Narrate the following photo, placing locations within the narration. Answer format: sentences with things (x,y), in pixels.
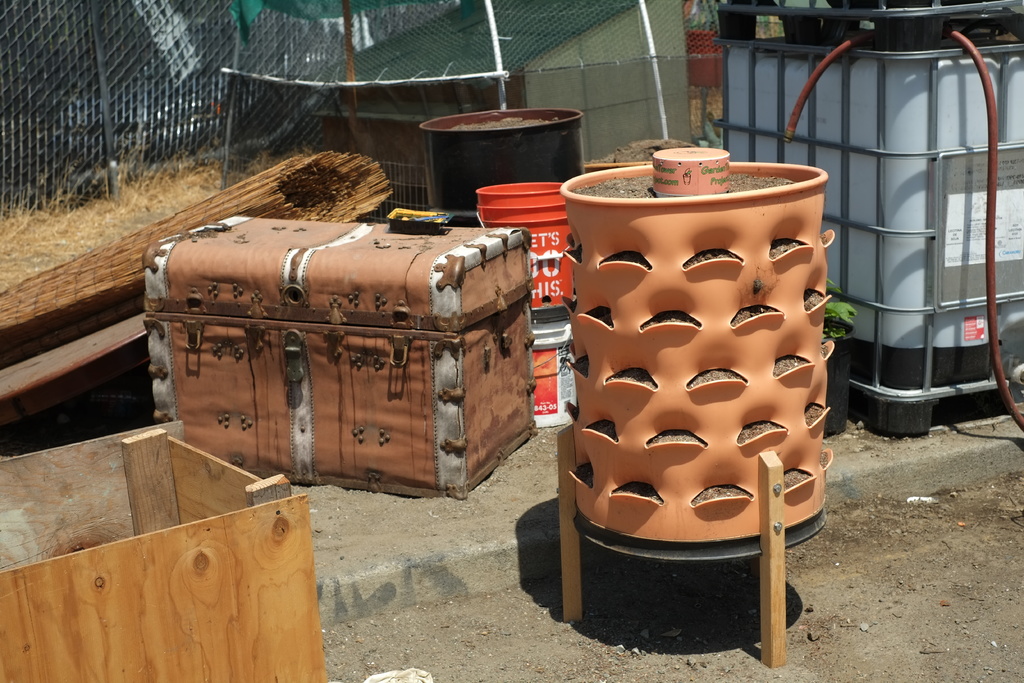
In the image there is a suitcase (374,275), bucket (540,211), fence (114,74) in background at bottom (888,575) there is a land (916,591) with some stones (867,625).
